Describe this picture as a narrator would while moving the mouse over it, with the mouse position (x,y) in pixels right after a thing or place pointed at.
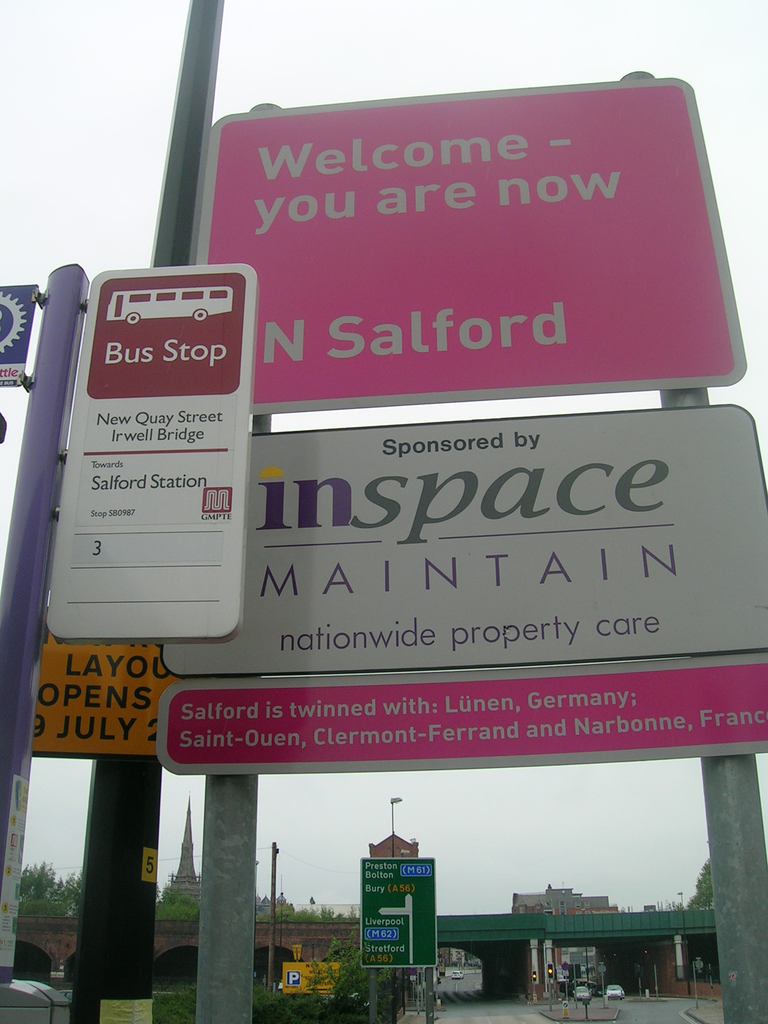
In front of the image there are name boards (346,643) and sign boards (383,748), behind the boards (283,693), there are a few other name and sign boards (375,920) and there is a bridge (180,920), beneath the bridge (581,927) there are a few vehicles (612,987) passing on the road (503,996), on the other side of the bridge (491,972) there are buildings (190,881) and trees (31,881).
